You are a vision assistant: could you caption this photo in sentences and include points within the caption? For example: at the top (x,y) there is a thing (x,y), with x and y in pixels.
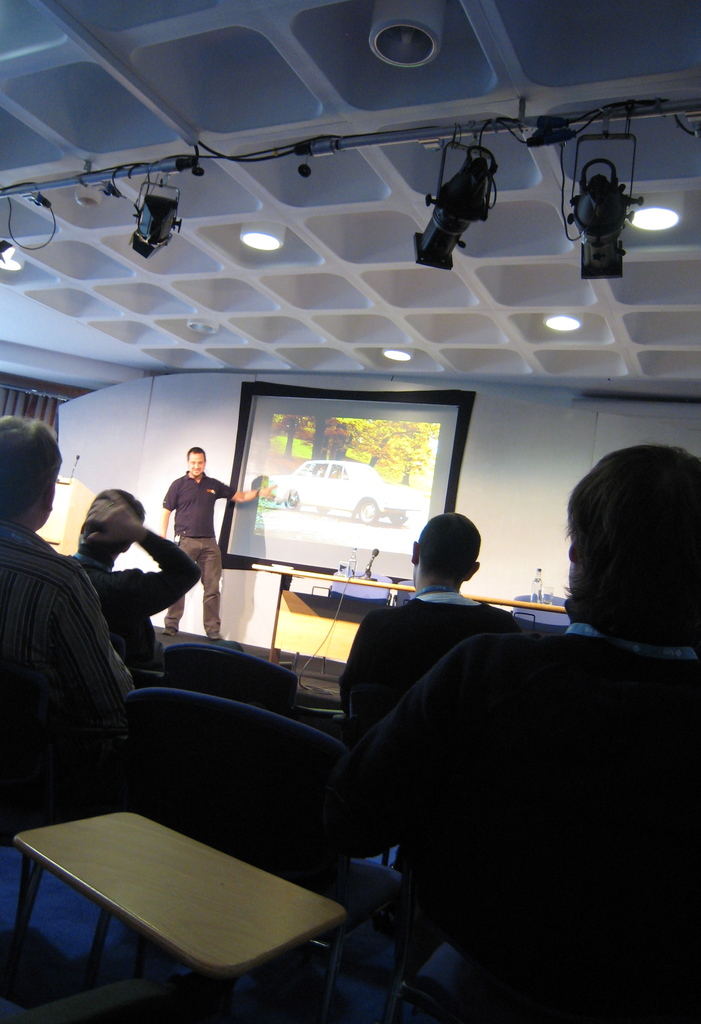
There are four person (547,701) sitting on chairs (321,764). There is a table (228,860). A man (207,510) wearing a black dress (210,510) is standing. On the wall (200,587) there is a screen (360,490). On the screen (329,483) there is a car (332,493). There are tables (303,576). On the table (542,603) there are bottles (537,584) and a mic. On the ceiling (390,216) there are lights (272,240).
